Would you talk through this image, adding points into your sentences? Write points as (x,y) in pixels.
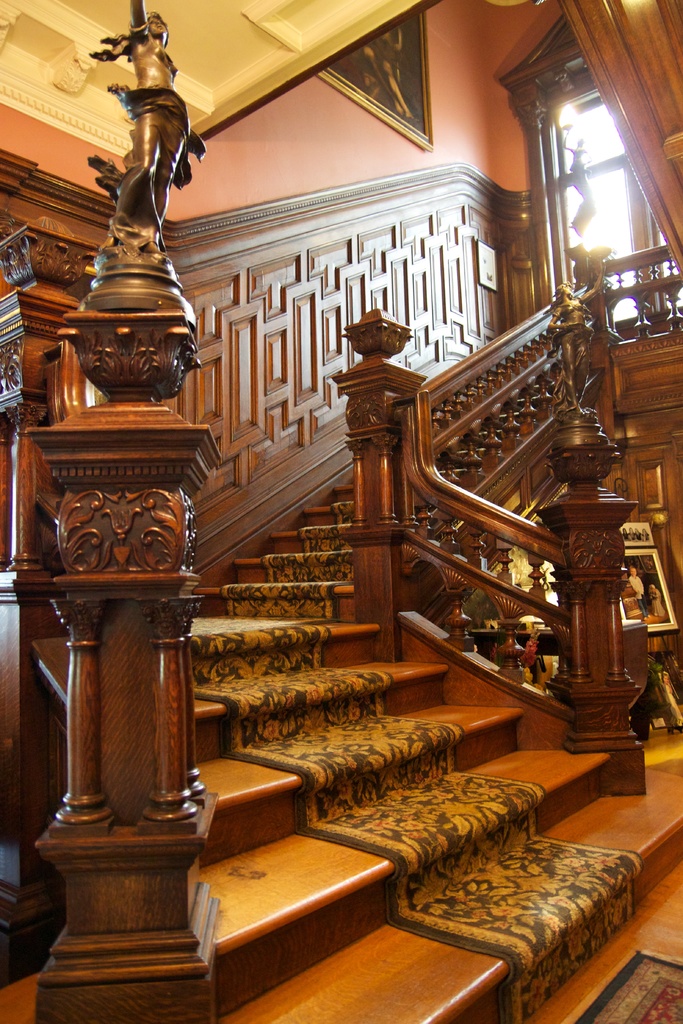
This is an inside picture of the building (434,655), there are some stairs (291,563), statues (146,247), photo frames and a window (555,227), also we can see the wall (433,186).
